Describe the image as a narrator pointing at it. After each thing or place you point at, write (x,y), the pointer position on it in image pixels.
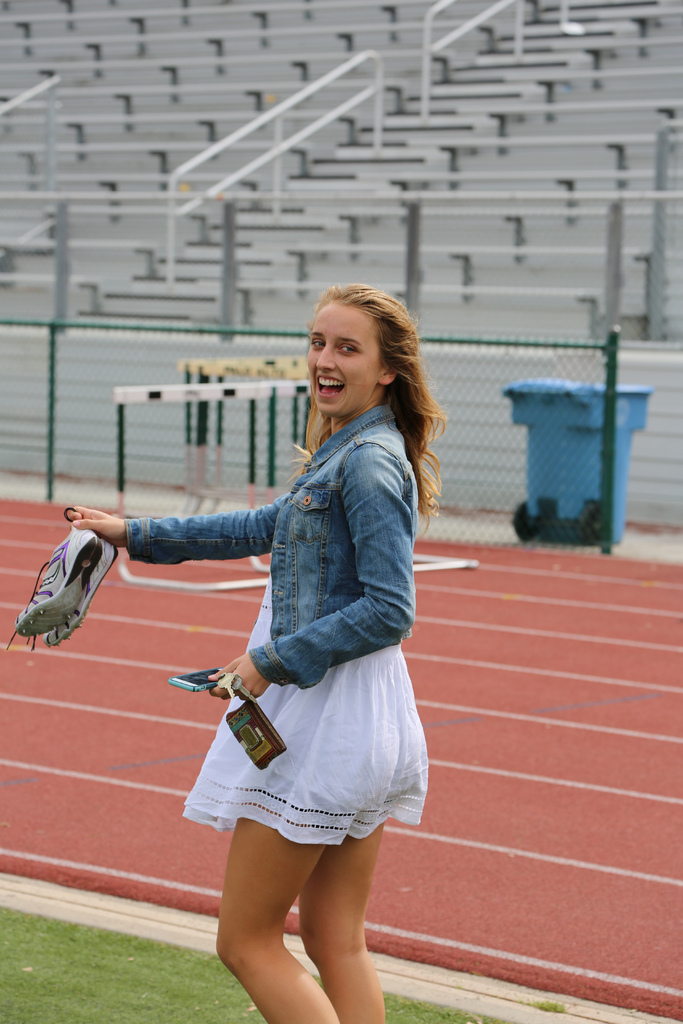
In this image I can see the person (271,846) standing on the ground (101,985). The person (377,781) is wearing the white and blue color dress (284,667) and also holding the mobile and shoes (67,622). To the side there is a court (557,690) and I can see the blue color dustbin (545,492), many stairs (304,215) and the railing (119,198).
